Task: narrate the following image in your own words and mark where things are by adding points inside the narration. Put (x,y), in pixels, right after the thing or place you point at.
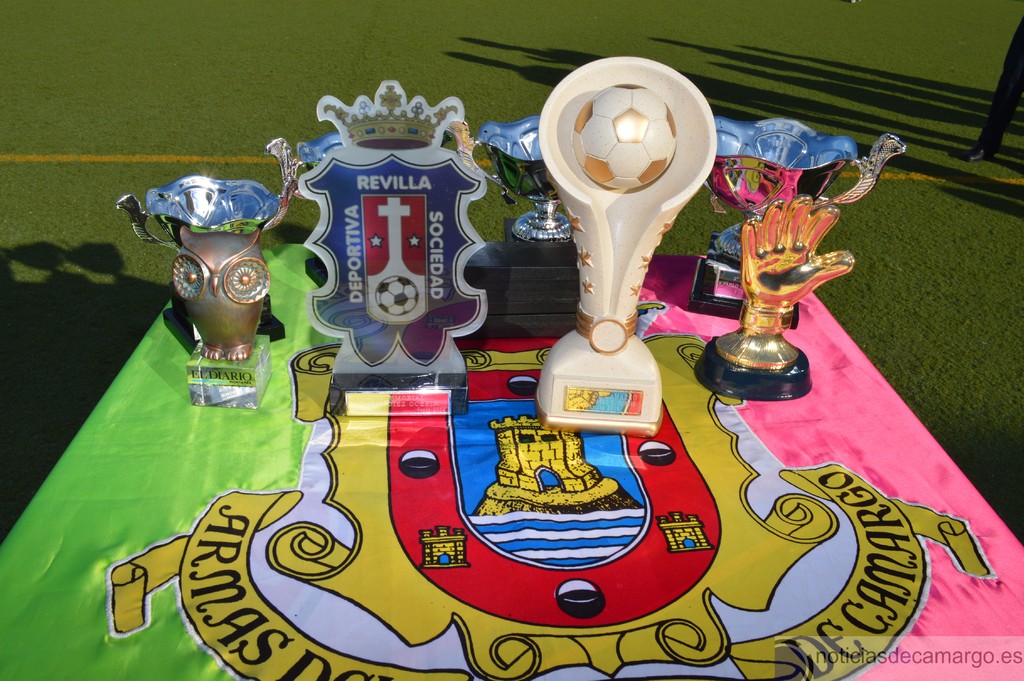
In this image we can see a view of a playground (303,104), there is grass (963,319), there are shadows (978,194) of persons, there is a person's leg (1008,95) towards the right of the image (994,124), there is a flag (539,507) towards the bottom of the image (494,525), there are trophies (525,272) on the flag (568,449), there is text (879,659) towards the bottom of the image (899,659).
